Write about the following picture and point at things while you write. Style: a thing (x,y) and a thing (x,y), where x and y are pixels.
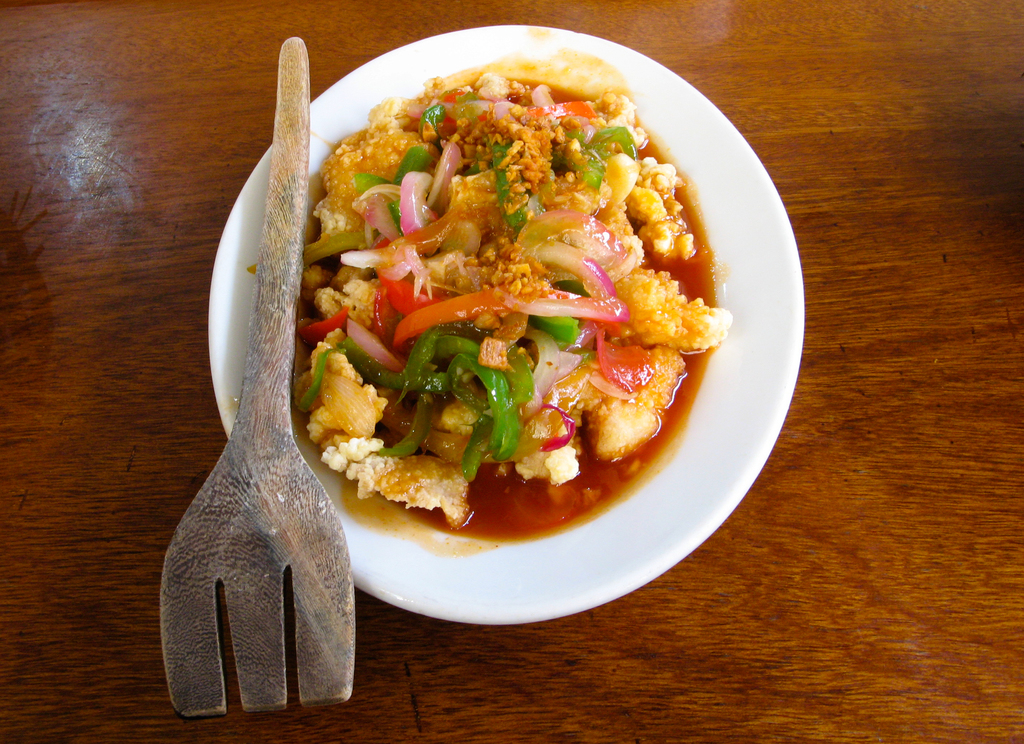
In the center of the image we can see a wooden object (845,564). On the wooden object (912,562), we can see one plate (778,226) and one object (248,543). In the plate (367,561), we can see some food item (603,387).
